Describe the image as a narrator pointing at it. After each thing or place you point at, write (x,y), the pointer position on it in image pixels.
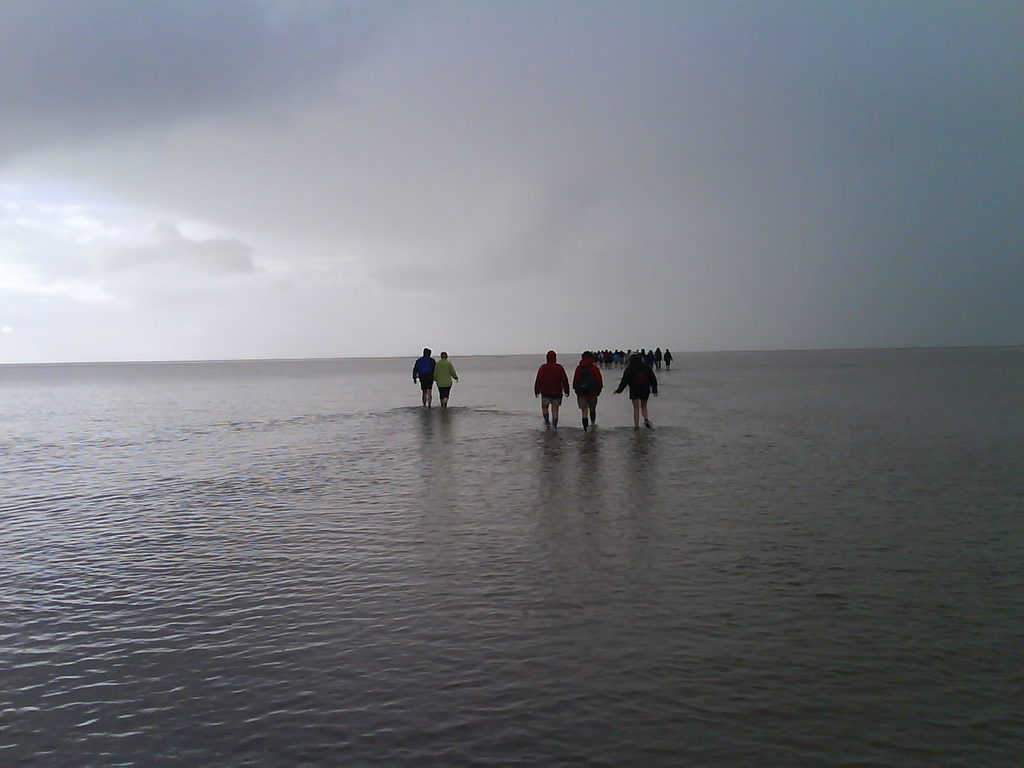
In this image I can see the water (599,616) and number of persons (597,399) are standing in the water (600,404). In the background (525,349) I can see the sky (355,152).
